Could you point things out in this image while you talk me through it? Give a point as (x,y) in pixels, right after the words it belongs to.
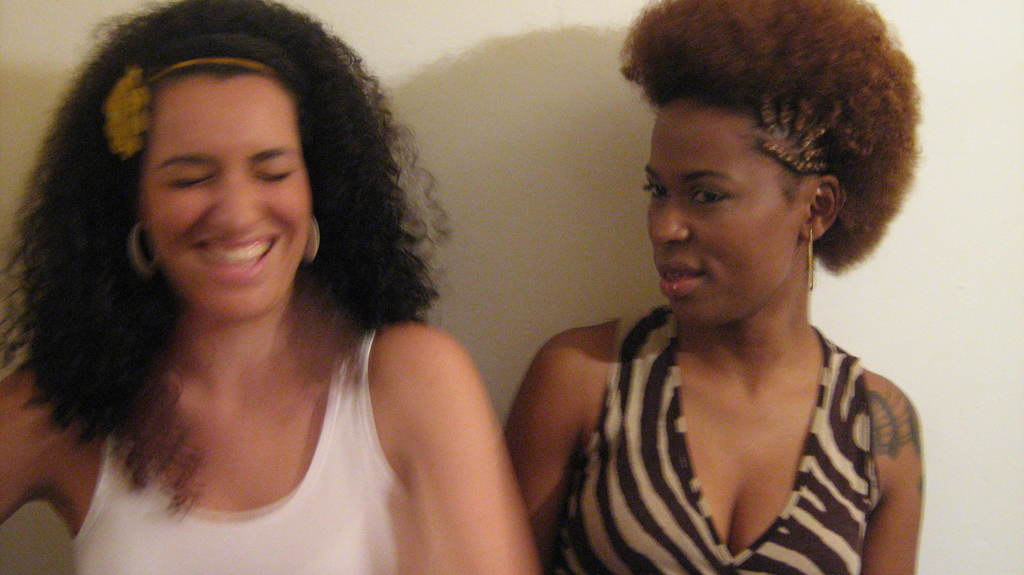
In this image I can see two women (362,334) among them the woman (280,303) on the left side (244,312) is smiling. In the background (448,160) I can see a white color wall (507,141).
